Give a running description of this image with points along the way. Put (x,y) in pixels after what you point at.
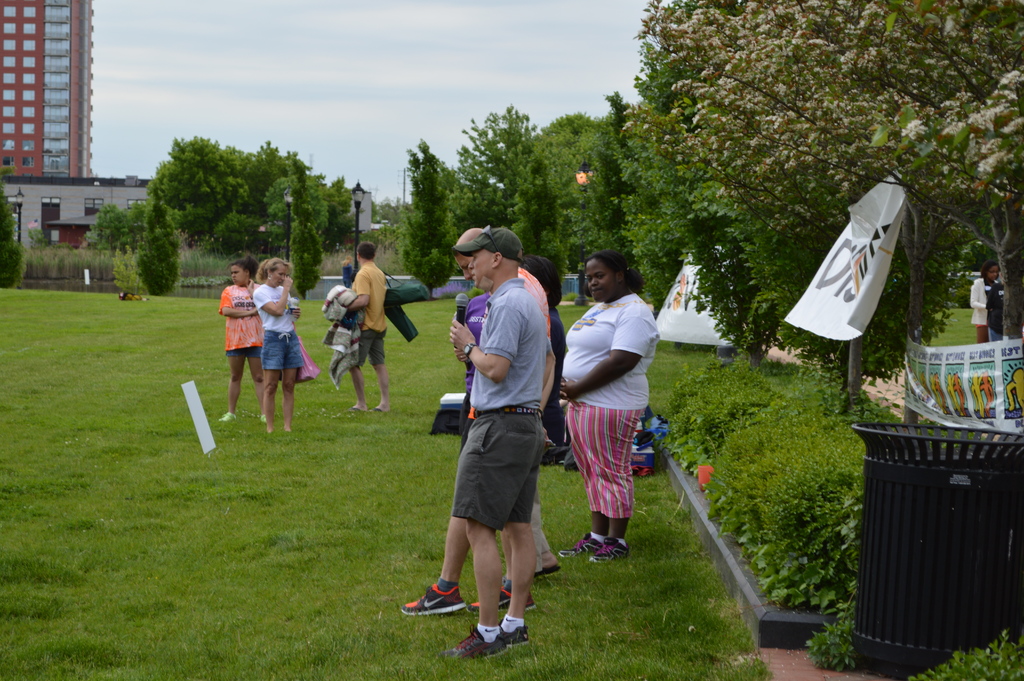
This picture is clicked outside the city. Here, we see many people (481,299) standing in the garden (360,459). The man (504,303) in blue T-shirt (496,347) is holding a microphone (464,324) in his hand (464,324) and he is talking on the microphone (460,302). The man (379,311) in yellow T-shirt (366,286) is holding something in his hand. At the bottom of the picture (214,542), we see grass (212,555). There are trees (691,221), street lights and buildings (30,50) in the background (751,317). In the right bottom of the picture (896,567), we see garbage bin (910,488) and white color banners (852,297). At the top of the picture (300,125), we see the sky (148,108).
